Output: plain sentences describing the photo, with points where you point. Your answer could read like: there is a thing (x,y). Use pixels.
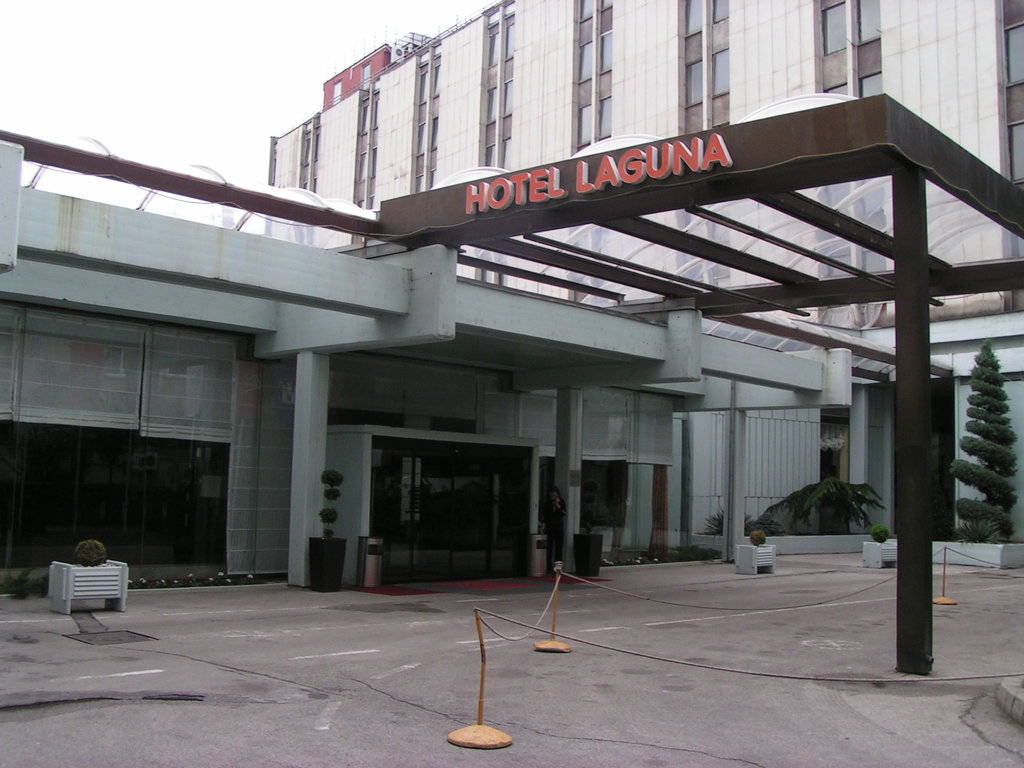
In this image there is a building (434,263) in the middle (478,261). In the middle (476,500) there is an entrance (473,546). Beside the entrance (439,536) there are flower pots (333,549) and dustbins (370,544) on either side of the entrance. At the top (581,180) there is some text (558,177) on the wall (755,164). At the bottom (505,736) there is a fence (572,636). On the right side (995,444) there is a tree (994,454) beside the building (956,321).
